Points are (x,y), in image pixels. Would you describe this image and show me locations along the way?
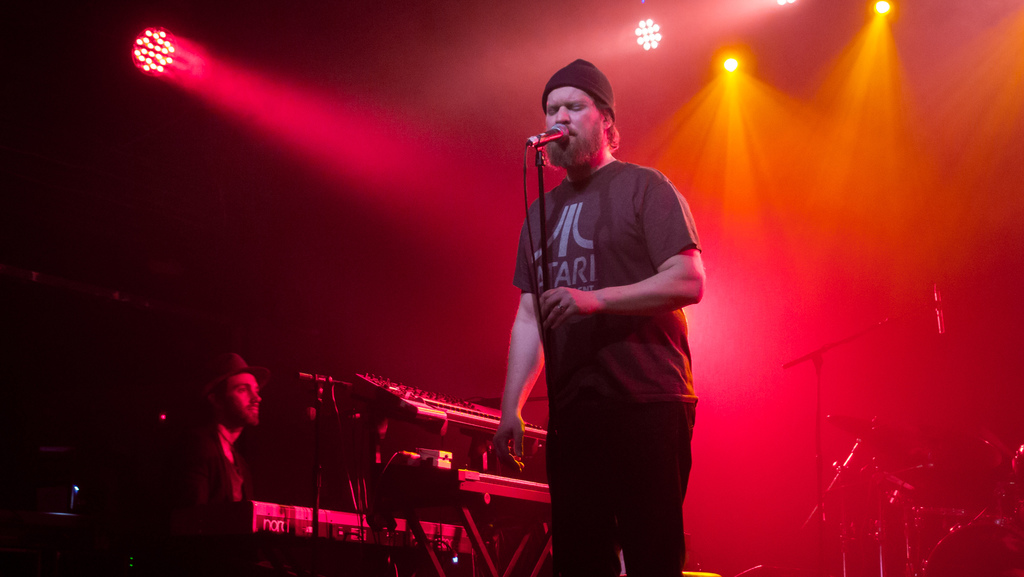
There is a man (632,453) singing on the mike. Here we can see a person (253,423) and musical instruments (958,561). In the background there are lights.
